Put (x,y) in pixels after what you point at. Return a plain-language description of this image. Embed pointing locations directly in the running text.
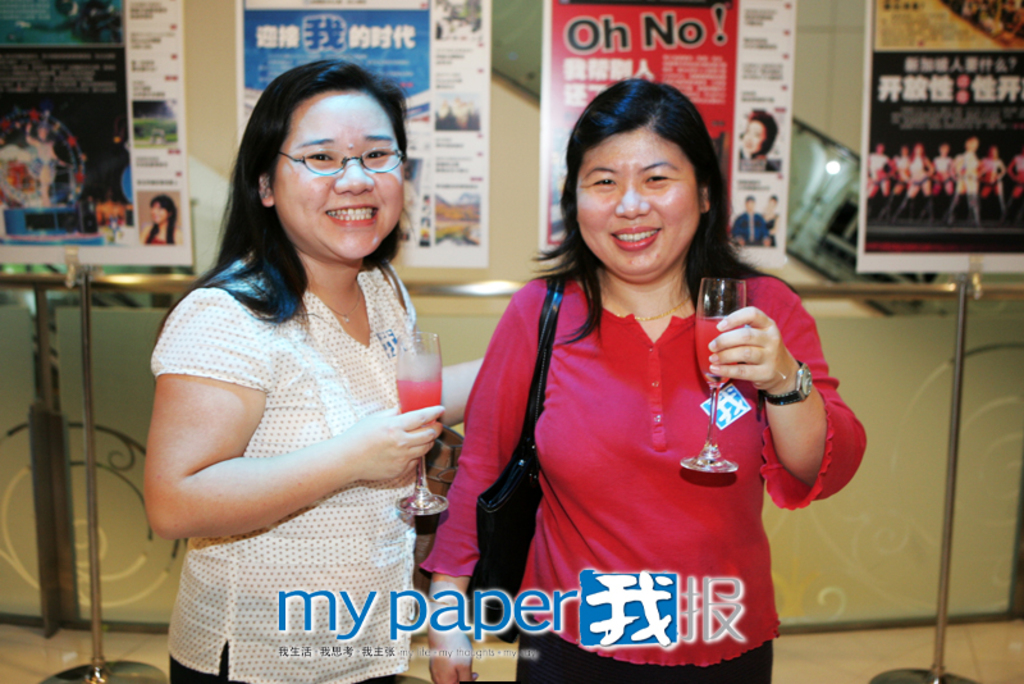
The picture is taken from a paper or some magazine there are two women (354,533) standing they are holding drink glasses (408,368) in their hand (397,474), in the background (777,12) to the glass (901,341) there are few posters (795,19) stick.
